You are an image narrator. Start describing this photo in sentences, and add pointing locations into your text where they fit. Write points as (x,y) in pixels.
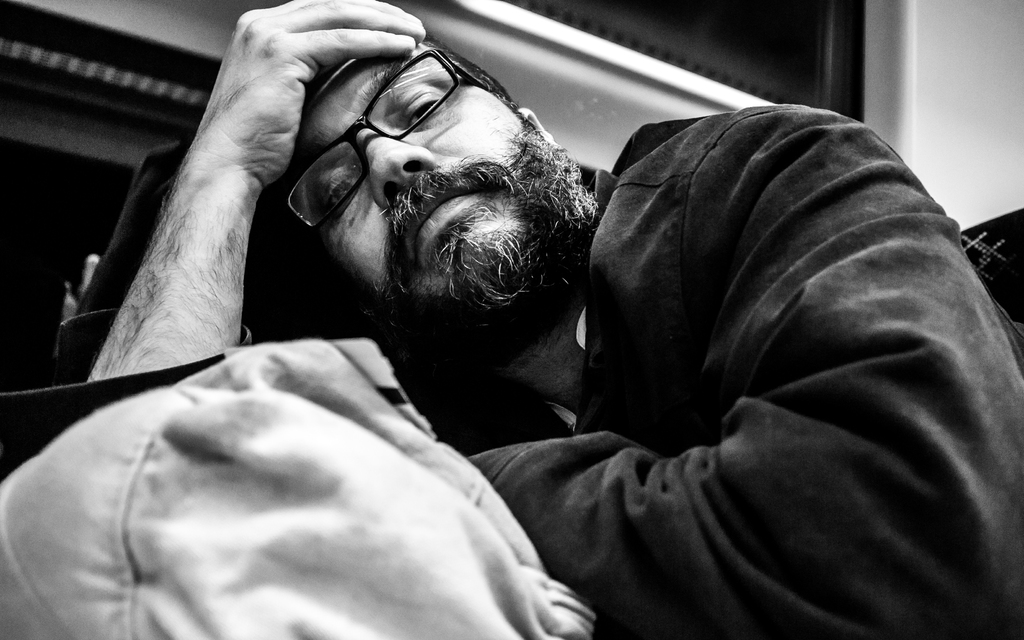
In this picture we can see a man (804,566) wore spectacle (402,131), bag (456,599) and in the background (940,33) we can see wall (980,91).
